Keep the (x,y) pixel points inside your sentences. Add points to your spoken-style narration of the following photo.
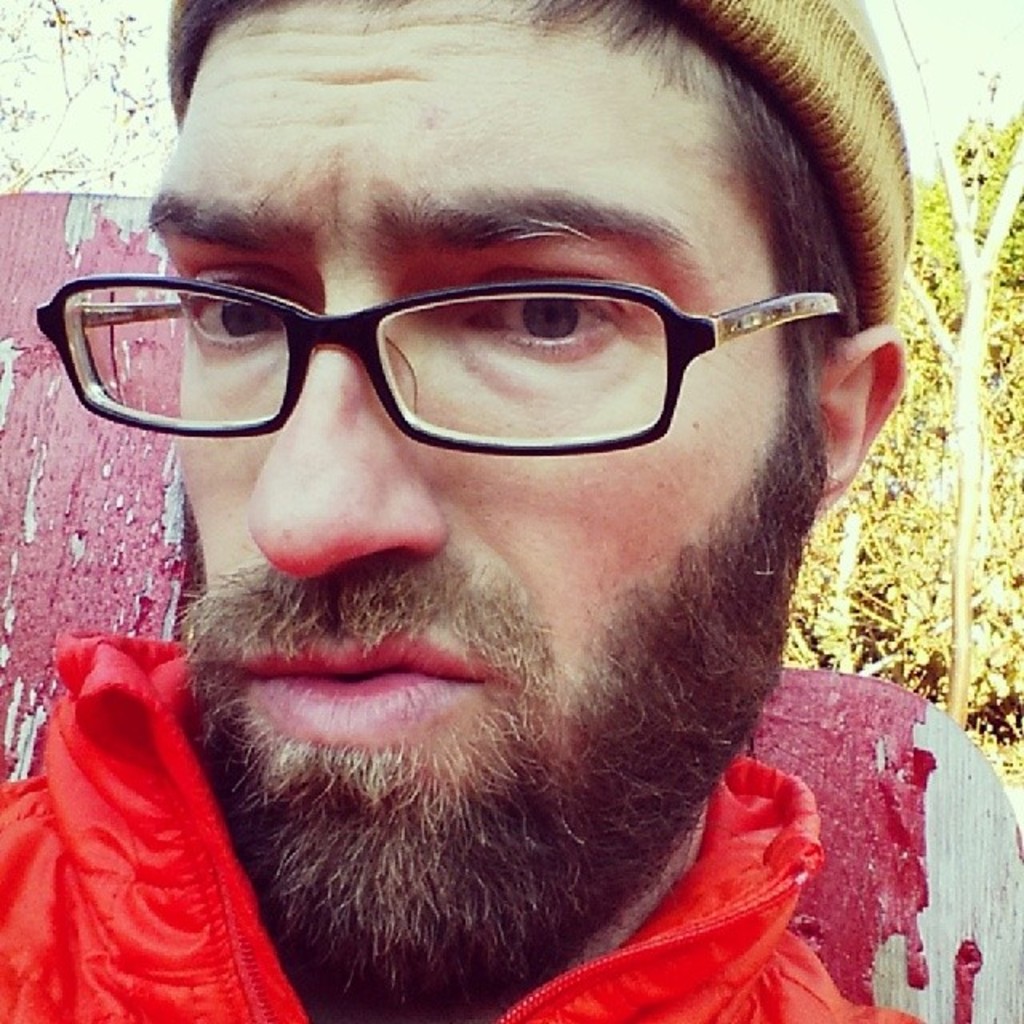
In this image, I can see the man (723,885) with beard (544,826) and mustache (366,614). He wore a cap (820,150), spectacles (668,390) and a red jacket (150,952). These look like the trees (917,534). I think this is the wooden board (912,812) with a red paint (869,785).
